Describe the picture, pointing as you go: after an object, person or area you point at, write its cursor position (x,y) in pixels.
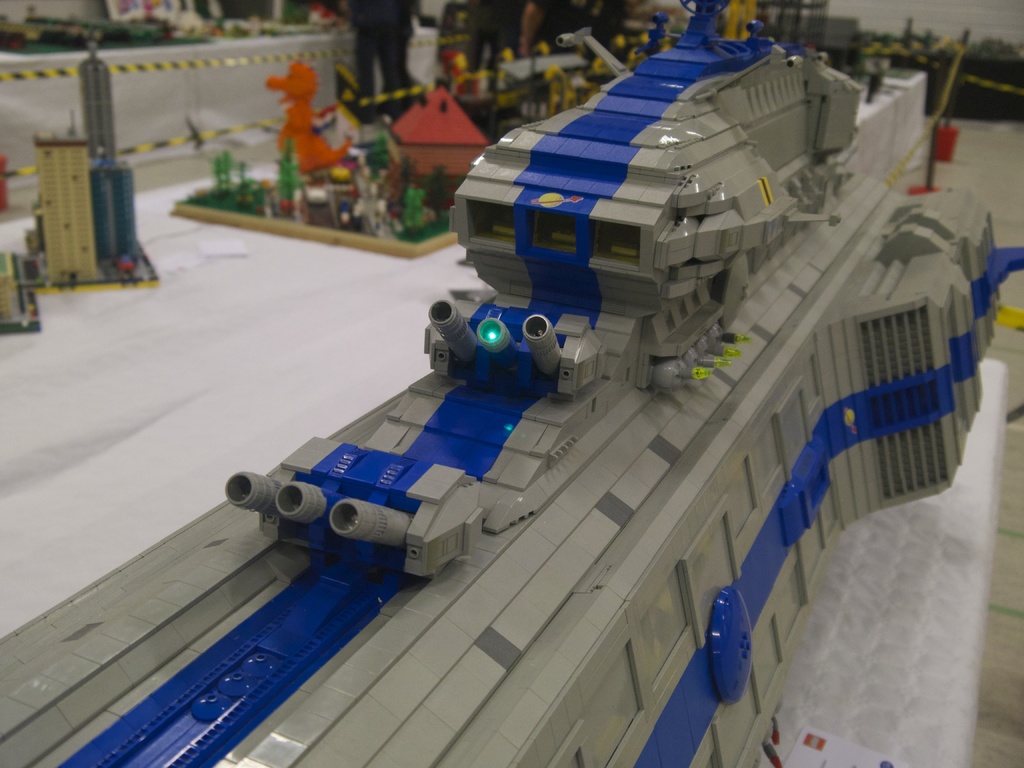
This image is taken indoors. At the bottom of the image (902,690) there is a table (923,623) with many toys (332,188), artificial buildings (102,188), houses (466,144) and a few things (681,84) on it. At the top of the image (477,19) a few people (538,13) are standing on the floor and there is another table (160,88) with a few things (244,26) on it.
